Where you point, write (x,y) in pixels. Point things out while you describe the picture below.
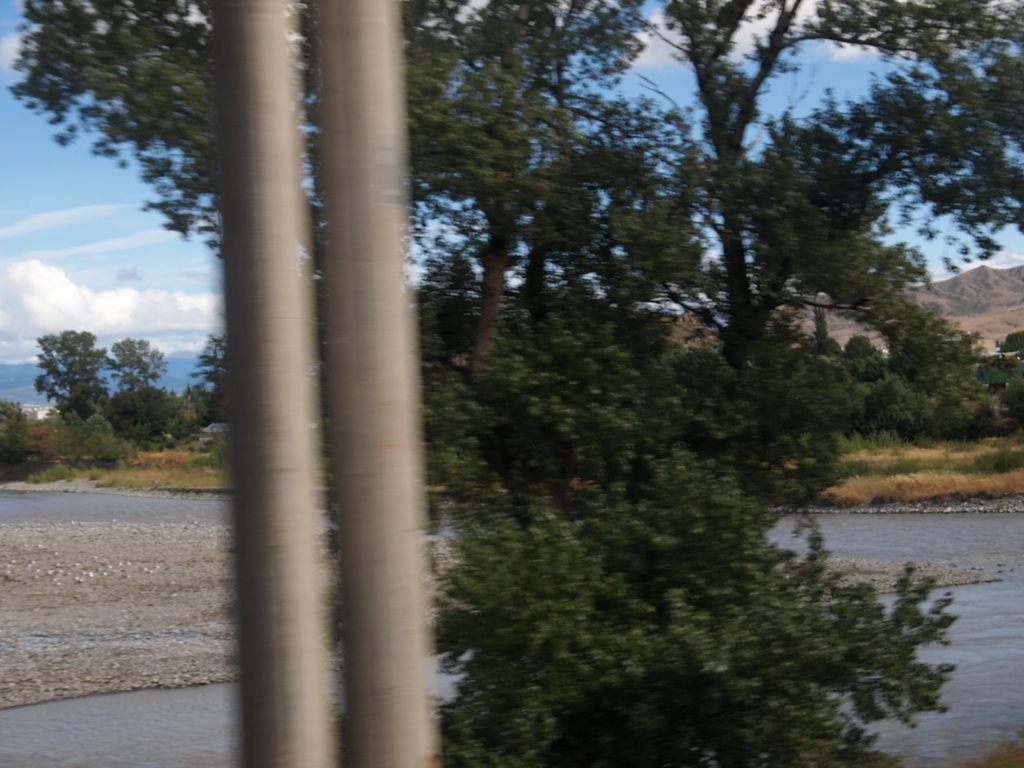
In front of the image there are trees (549,468), behind the trees (497,380) there is a lake (167,693), on the other side of the lake (85,518) there is grass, trees (179,408) and mountains (847,323), at the top of the image (100,245) there are clouds (133,246) in the sky (86,287).
